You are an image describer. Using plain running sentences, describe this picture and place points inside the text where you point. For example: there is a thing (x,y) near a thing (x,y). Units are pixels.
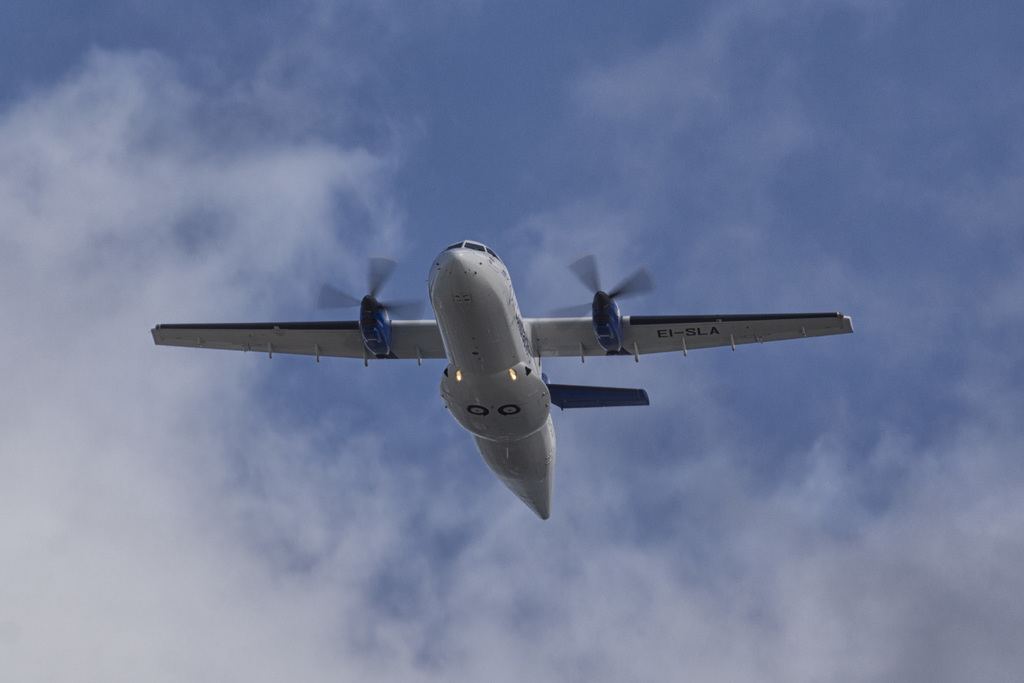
In the center of the picture (439,272) there is an aircraft (666,324) in the air (231,305). Sky (206,282) is sunny.
